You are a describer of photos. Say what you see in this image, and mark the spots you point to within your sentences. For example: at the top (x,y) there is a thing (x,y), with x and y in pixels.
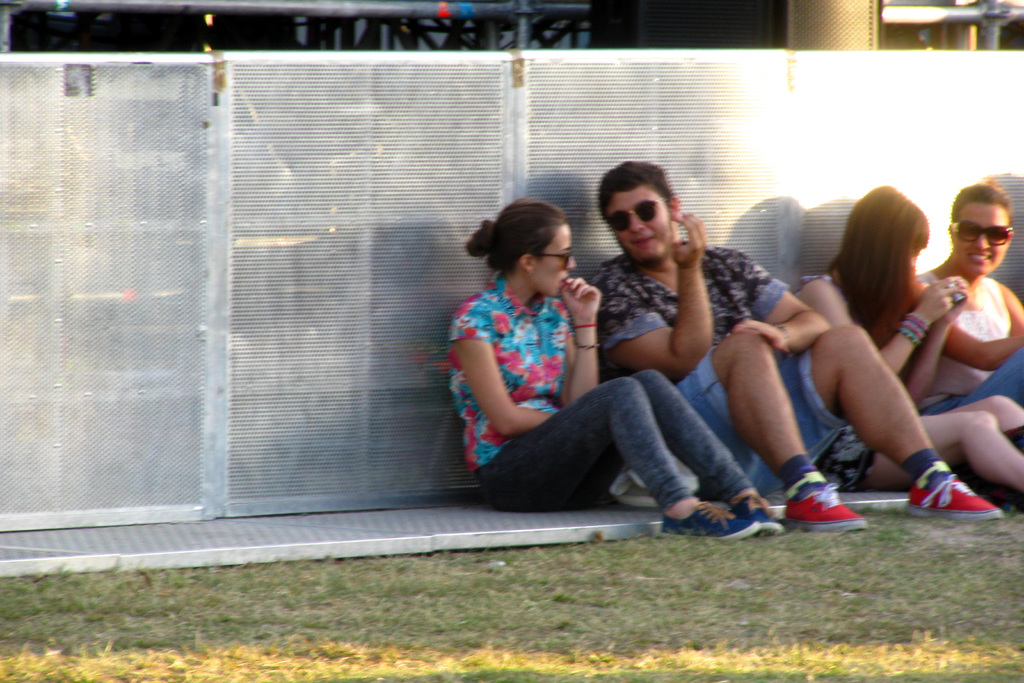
In the middle (553,399) a beautiful girl (556,399) is sitting, she wore blue color shirt (529,356) and black color trouser (615,432), beside her a man (720,373) is sitting and talking, he wore goggles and red color shoes (829,510), beside him two other persons (928,278) are sitting and smiling.
